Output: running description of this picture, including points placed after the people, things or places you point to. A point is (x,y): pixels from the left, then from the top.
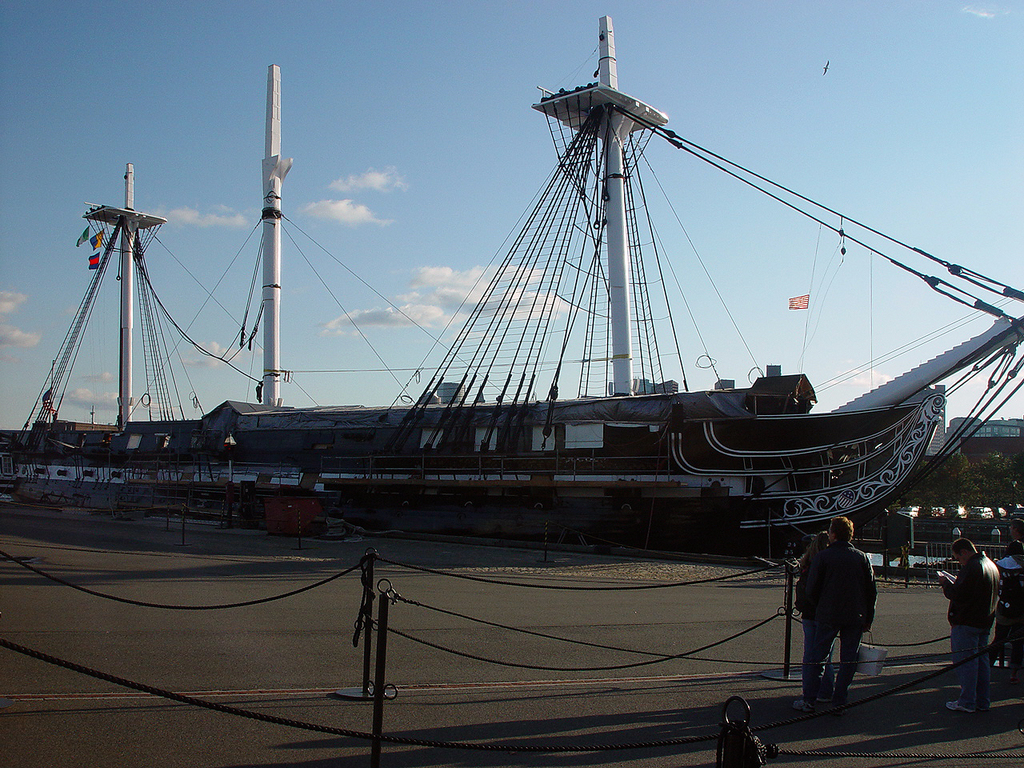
In this image I can see four persons (967,580) standing and I can see few poles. In the background (359,336) I can see the ship (194,425) and the sky (492,152) is in blue and white color.
